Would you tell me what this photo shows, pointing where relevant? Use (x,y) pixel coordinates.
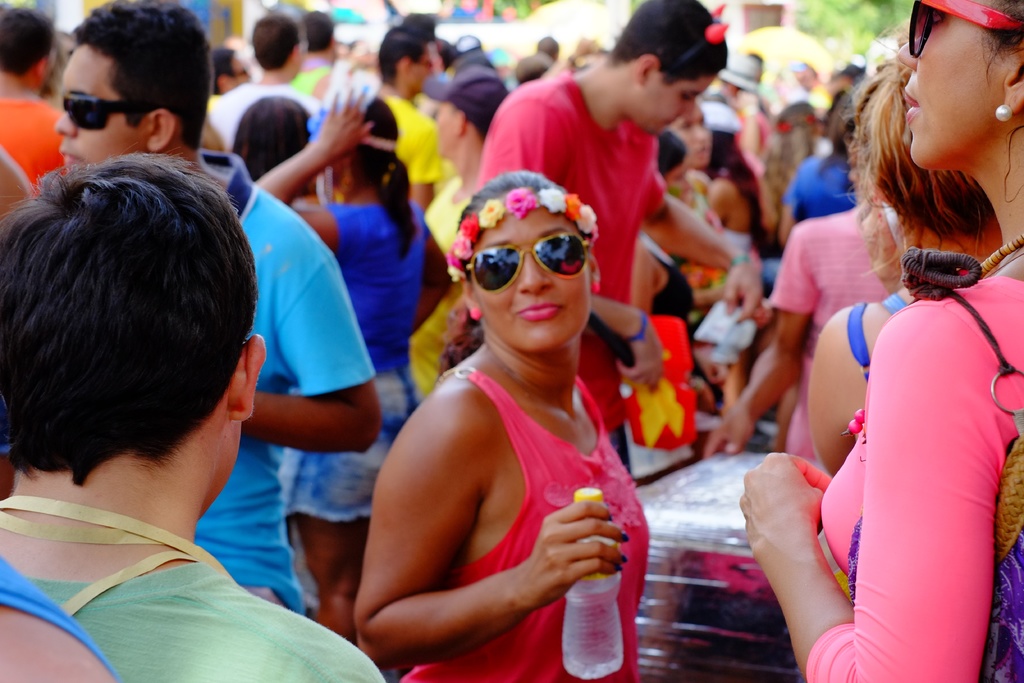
In the center of the image (580,381) there is a lady (531,506) wearing sunglasses (580,248) and she is holding the water bottle (577,588). On the right side of the image (890,560) there is a lady (968,350) wearing a pink t shirt (945,414) and sunglasses (931,26). On the left side of the image (152,536) there is a person (146,313) wearing a green color T-shirt (193,626). In the background (375,116) there are many people (684,128).
